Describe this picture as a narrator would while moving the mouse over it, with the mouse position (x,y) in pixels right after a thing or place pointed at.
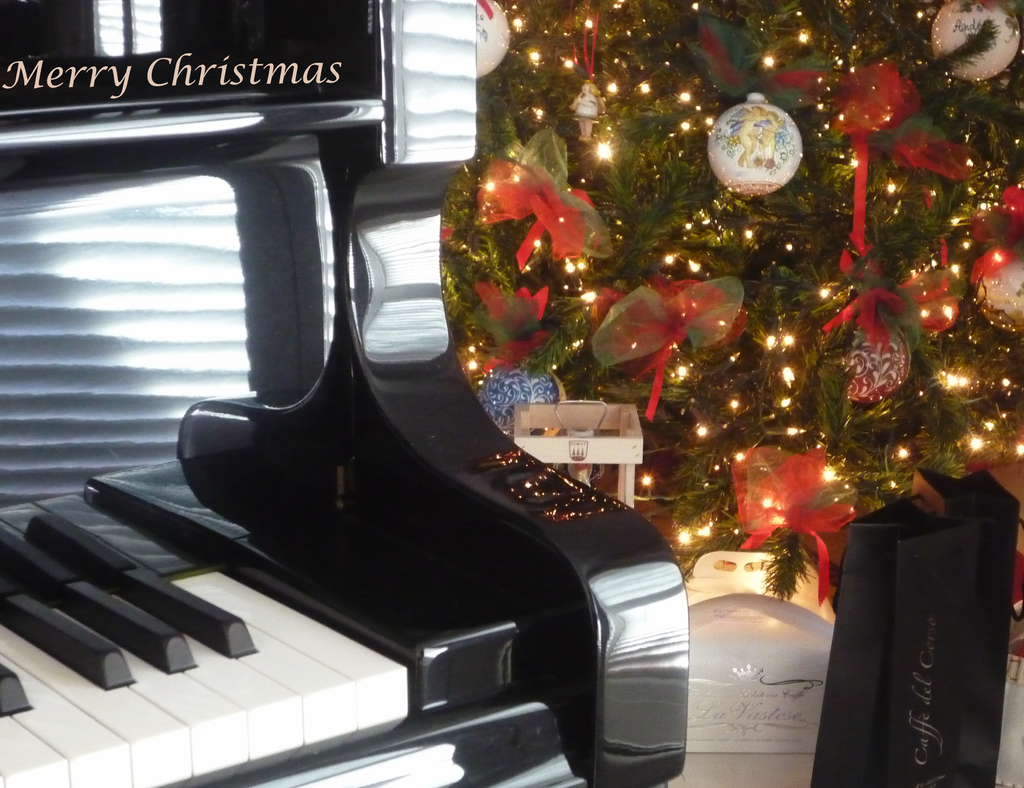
I can see in this image a Christmas tree (689,334) and piano (256,490) on the ground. On the Christmas tree (752,196) we have some objects (756,181) on it.
